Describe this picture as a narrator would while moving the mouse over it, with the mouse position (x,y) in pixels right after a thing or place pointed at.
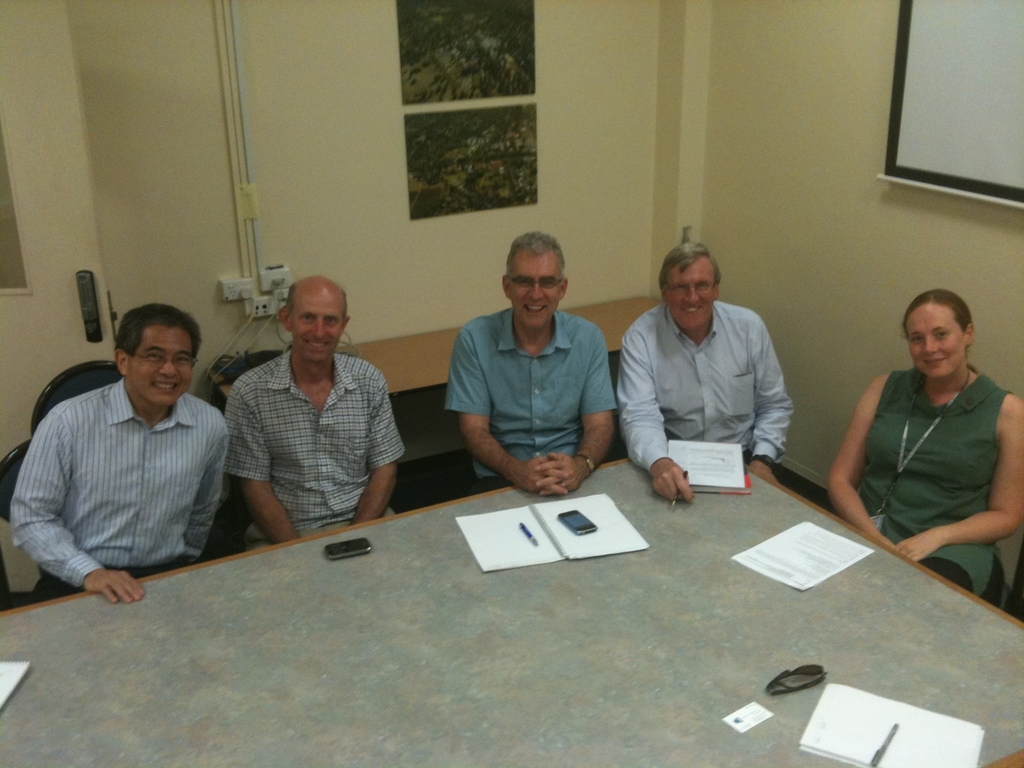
In this image I can see table (791,525), on the table (727,525) I can see books (599,513), mobile phone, papers (842,715), pen (893,731), spectacle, around the table (400,568) I can see persons (752,396) sitting on chairs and back side of them I can see the wall (557,221), on the wall (716,110) I can see white color notice board (929,104) and there are some switches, cable cord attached to it, and pipe line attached to the wall (269,92).
